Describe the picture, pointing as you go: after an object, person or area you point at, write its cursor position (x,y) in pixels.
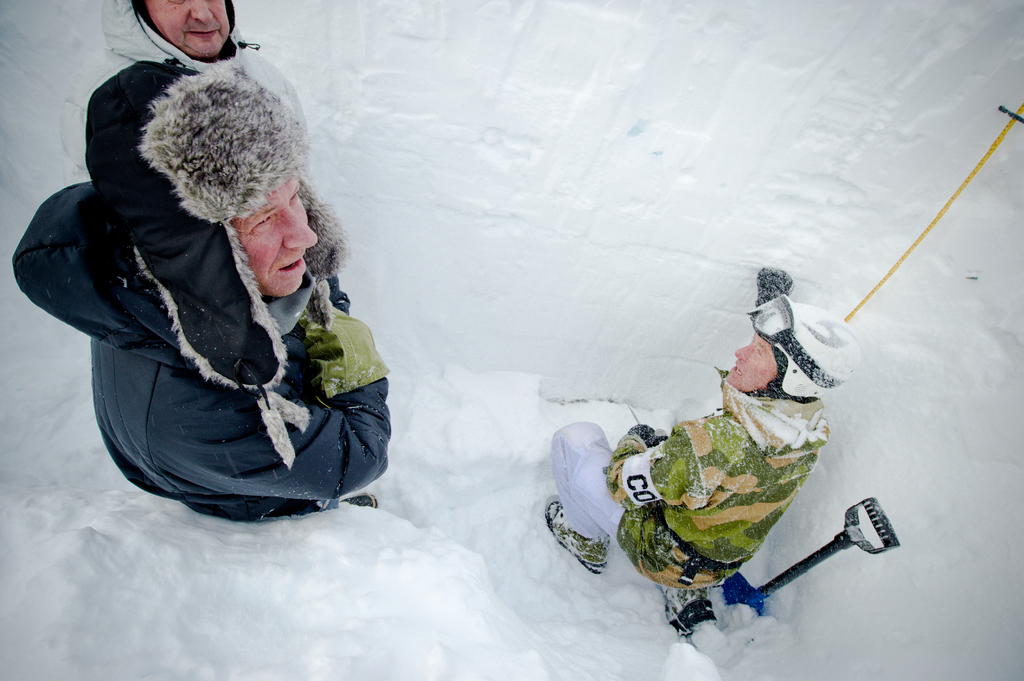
In this image in the center (589,440) there are persons (349,386) on the snow (803,527) and there is shovel (783,577) on the snow (791,589).
